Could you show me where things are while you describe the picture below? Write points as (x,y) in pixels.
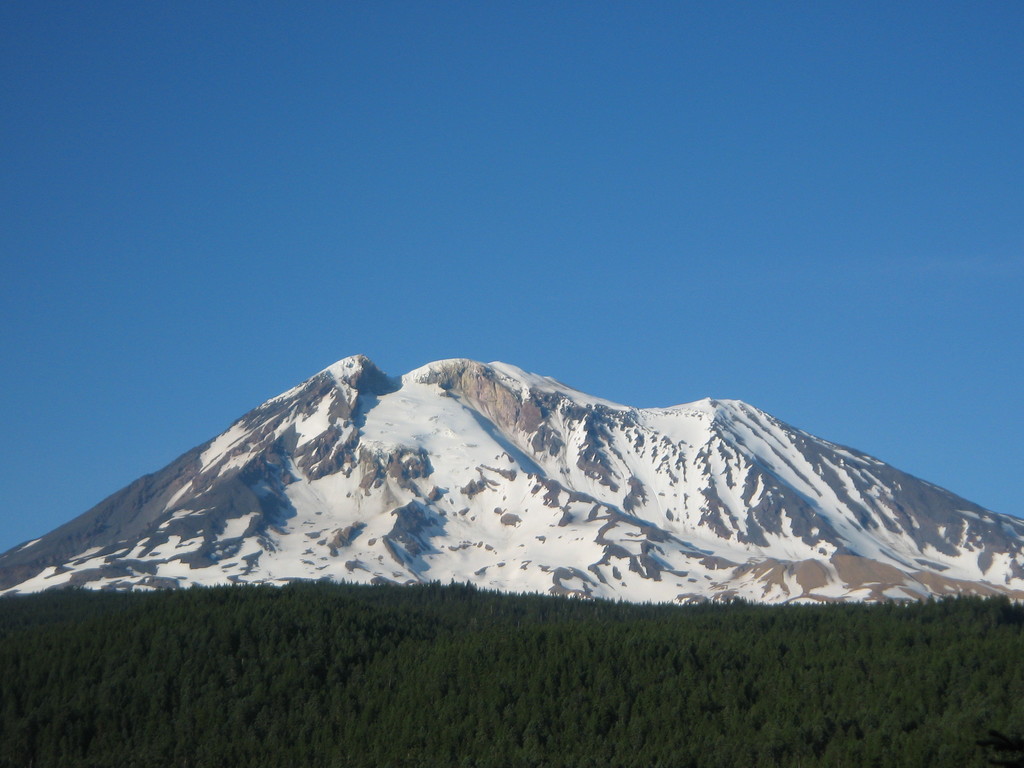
in this image there are some trees (493,677) in the foreground (776,684) and there is a mountain (528,465) in middle of this image (640,453) and there is a blue sky (517,248) at top of this image (421,205).
